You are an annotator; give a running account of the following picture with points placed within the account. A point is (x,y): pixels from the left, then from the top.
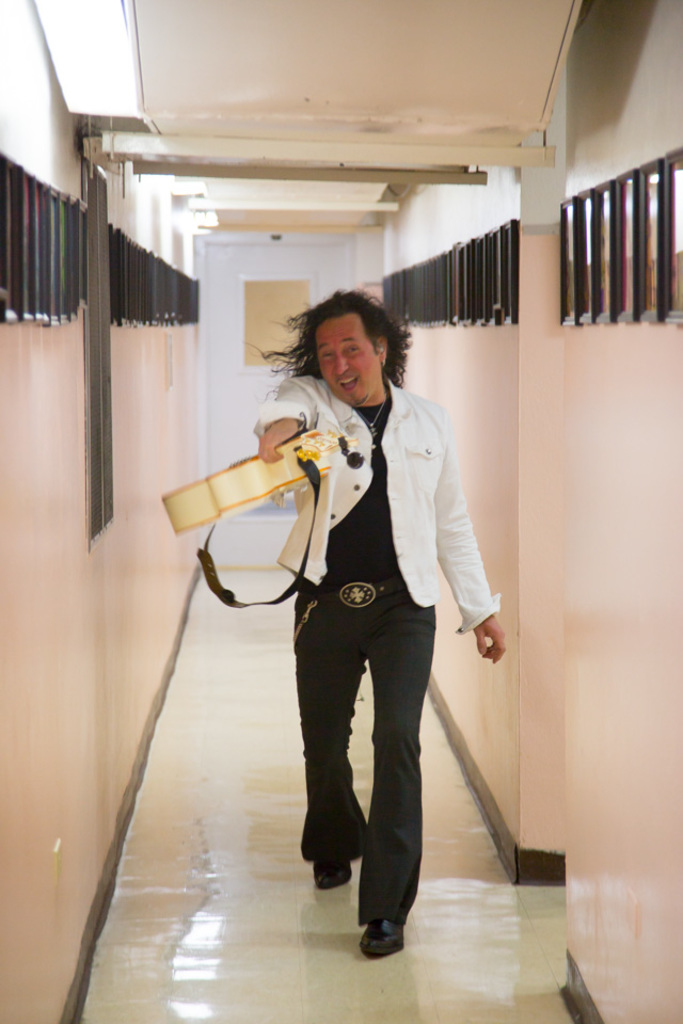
In this picture there is a man (349,501) holding the object (300,455) and he is walking. At the back (321,256) it looks like a door (308,256). At the top (136,262) there is a light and there are objects (613,257) on the wall (605,372). At the bottom (256,849) there is a floor (211,795).
